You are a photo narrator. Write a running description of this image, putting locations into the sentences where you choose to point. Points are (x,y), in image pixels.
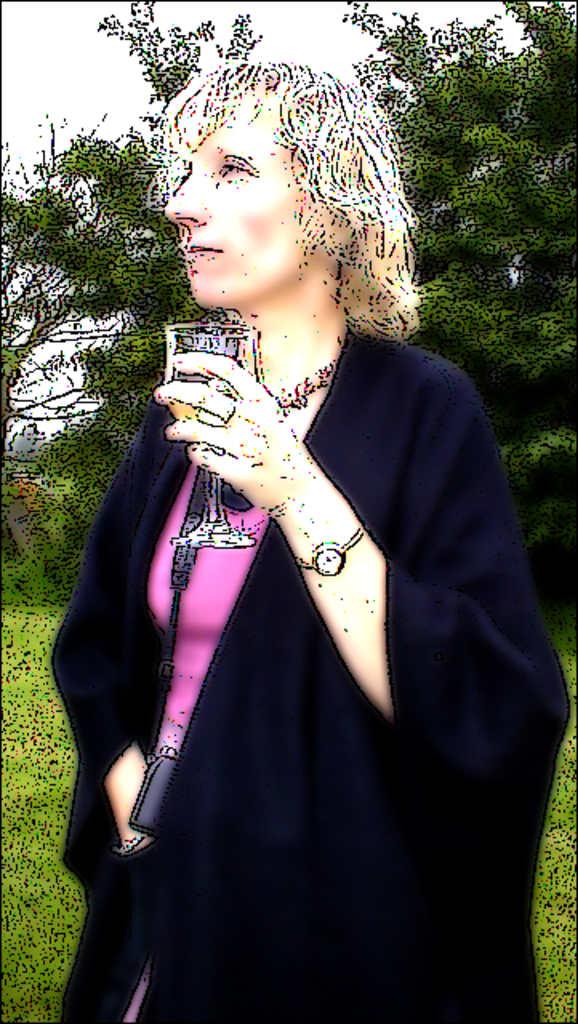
In this image, we can see a painting (95,294), we can see woman (91,616) holding a glass (232,532), there are some green color trees (449,281), there is green grass (46,831) on the ground (36,812).
